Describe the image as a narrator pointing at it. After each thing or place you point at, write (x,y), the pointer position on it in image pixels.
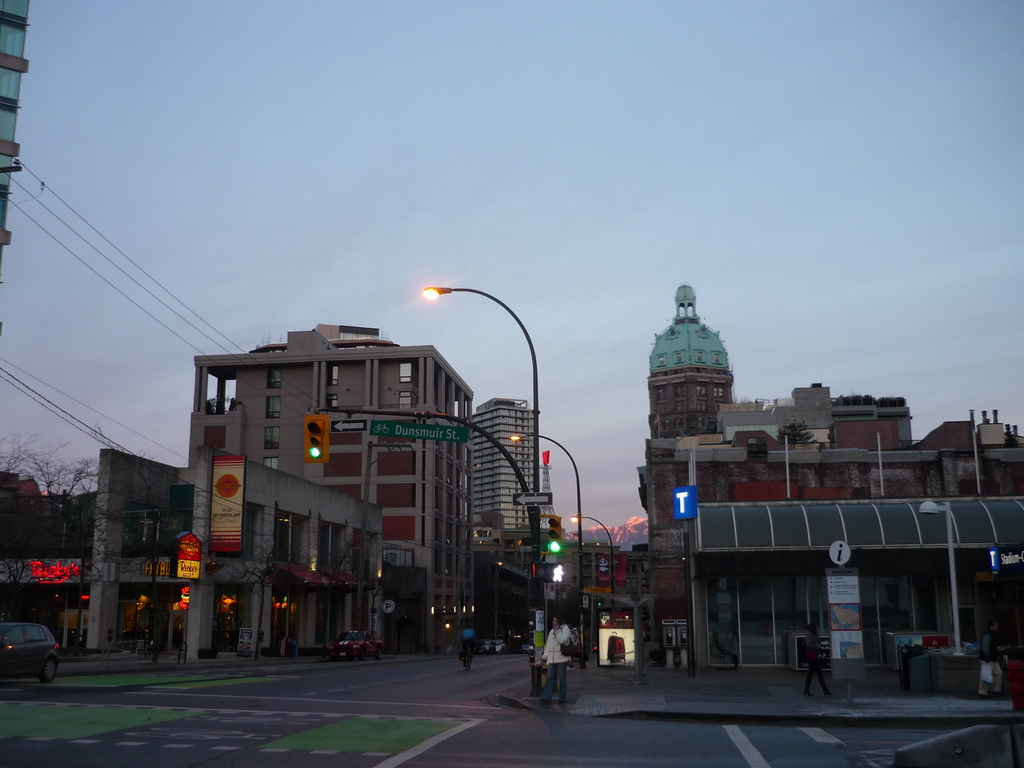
This image is clicked on the roads (520,669). There are few people (980,660) in this image. To the left (290,565) and right, there are buildings (855,554). In the middle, we can see a street light (533,355) along with a single pole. At the top (403,149), there is a sky (587,184). At the bottom (301,741), there is a road (301,741).
